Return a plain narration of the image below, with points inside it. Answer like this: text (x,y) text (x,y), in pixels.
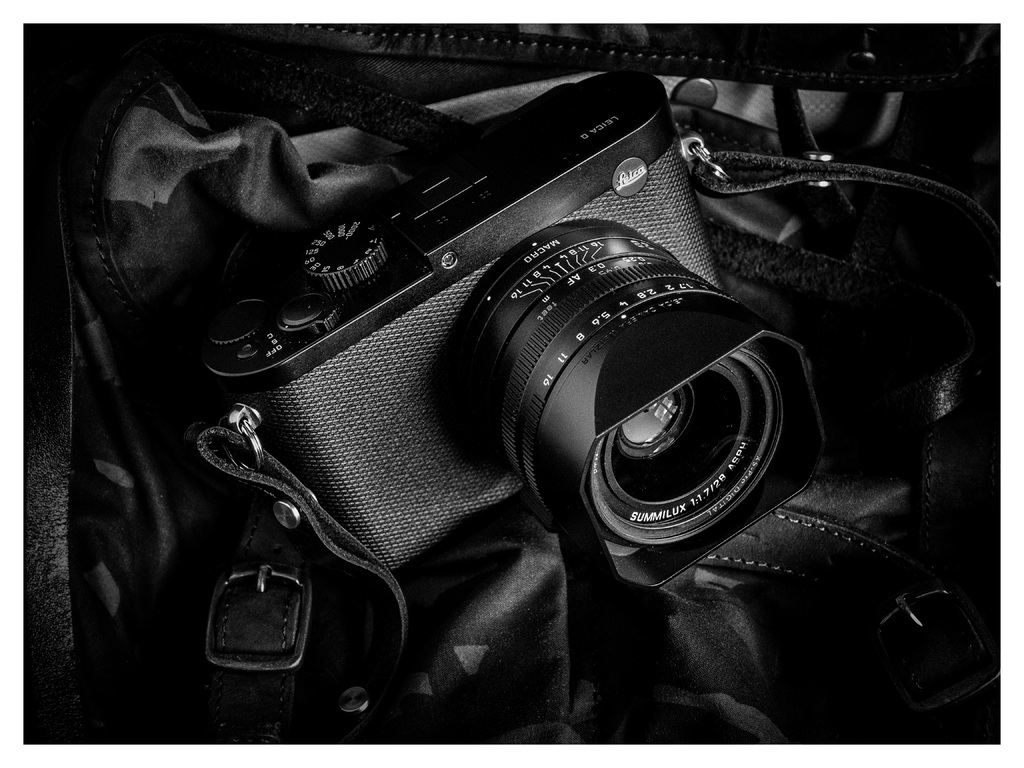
This is a black and white image, in this image there is a camera (428,368) and a bag (681,54).
